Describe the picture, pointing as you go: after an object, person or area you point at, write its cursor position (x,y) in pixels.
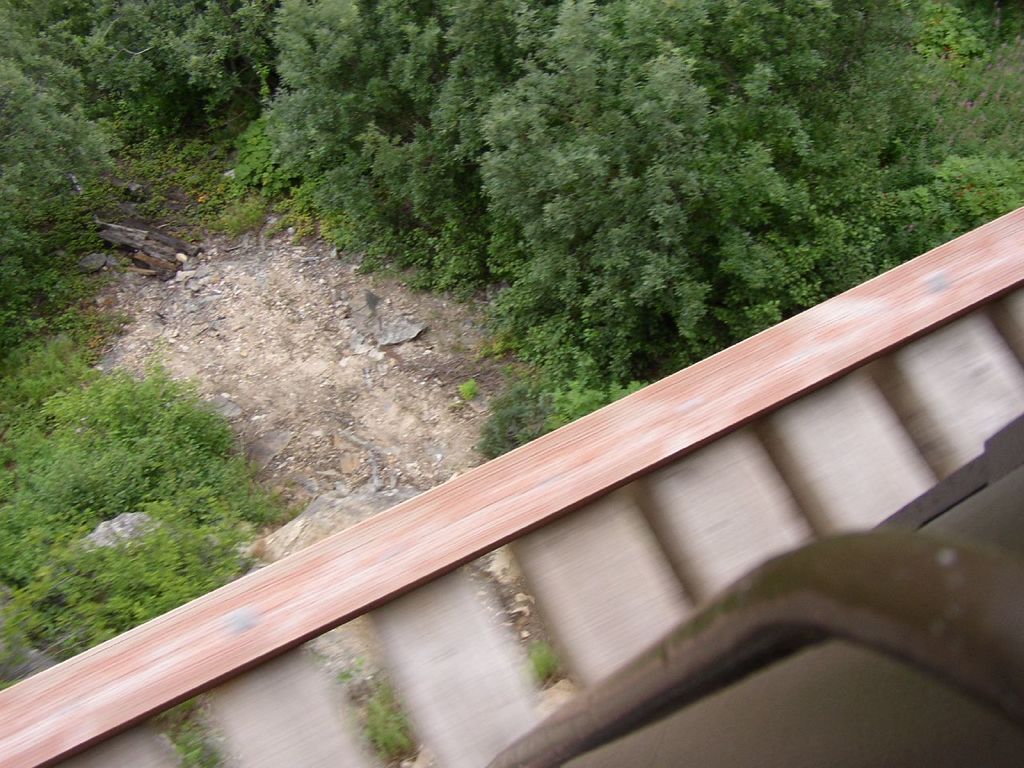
In this image we can see many trees (573,145) and plants (178,137). There is a wooden object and a metal object (647,699) in the image.
